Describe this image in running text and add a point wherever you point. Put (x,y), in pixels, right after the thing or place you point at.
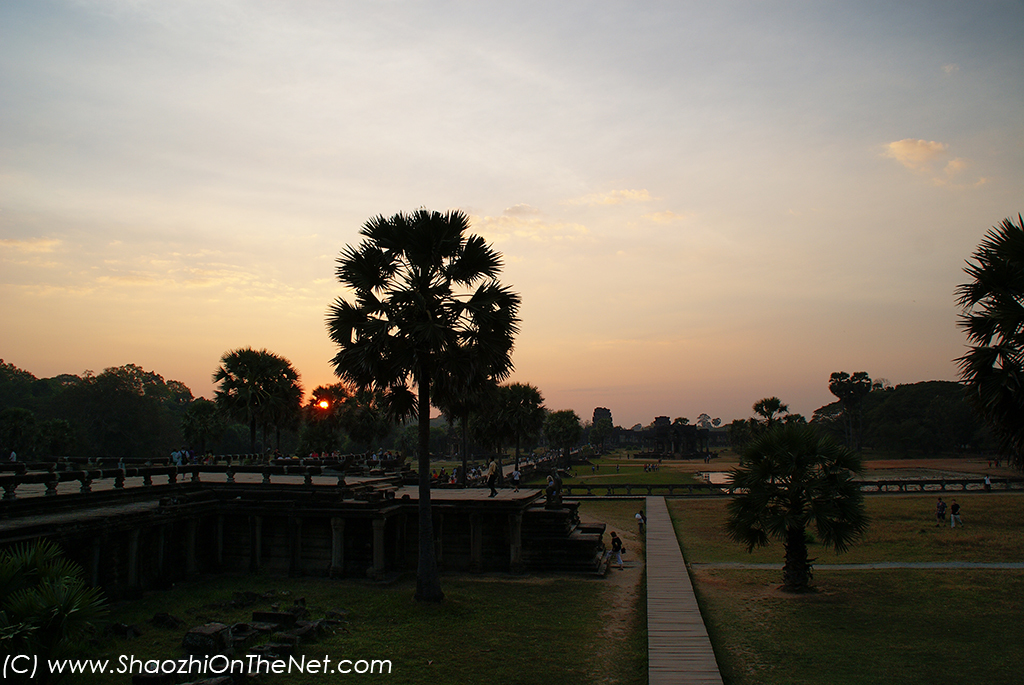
In this image we can see a outside view. To the left side of the image (331,504) we can see a building (133,487) and group of people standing on it. To the right side (811,492) we can see water (867,471), group of trees (817,463). In the background (852,446) we can see trees (946,384) and sky (671,96).
